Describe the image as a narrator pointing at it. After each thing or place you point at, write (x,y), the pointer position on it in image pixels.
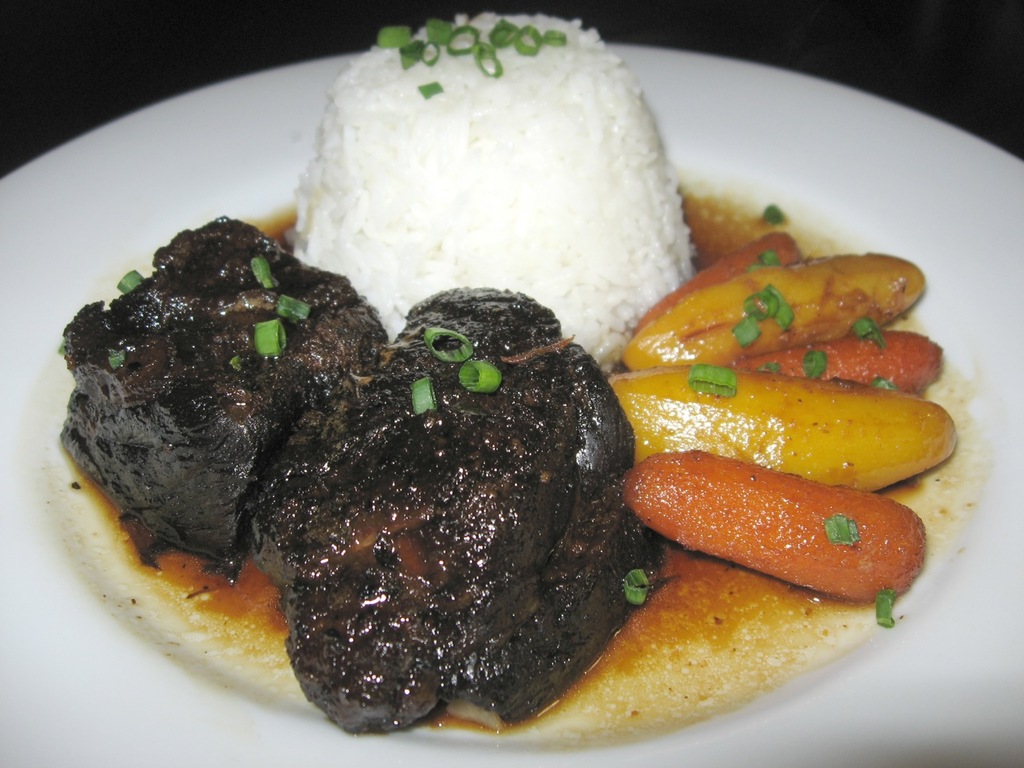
In this picture there is a plate (80,182) in the center of the image (492,420), which contains food items (598,305) in it.
